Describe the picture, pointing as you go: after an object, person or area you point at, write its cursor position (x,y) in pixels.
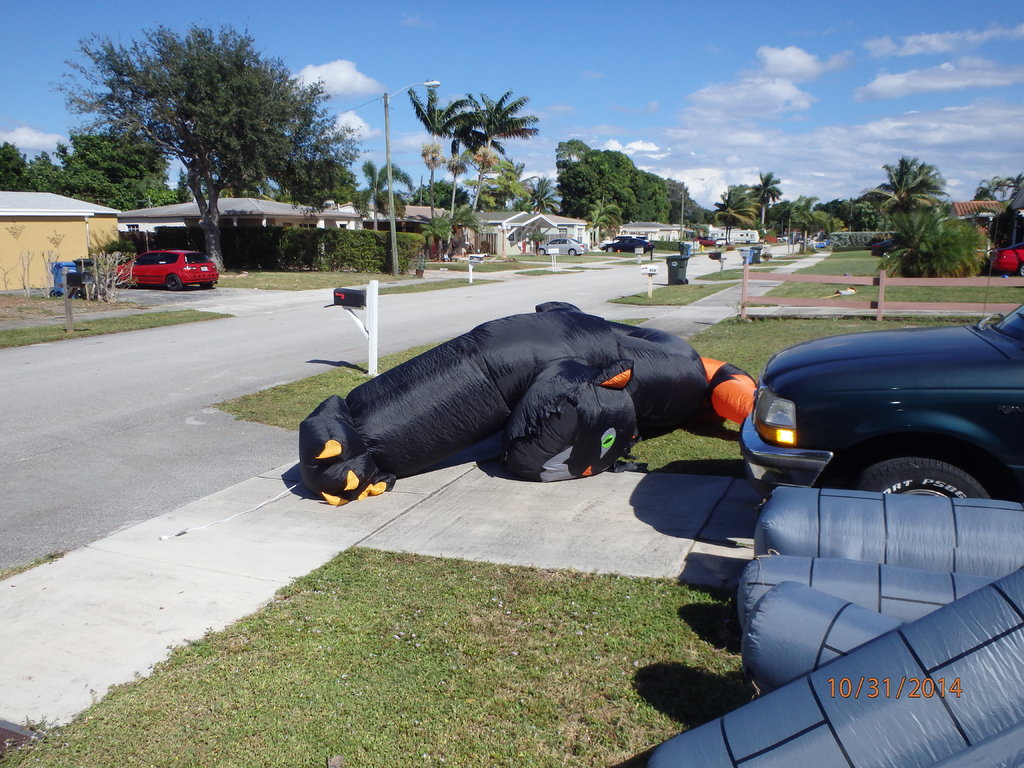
There is a car (819,369), a grassy land (703,445) and other objects (799,714) are present at the bottom of this image (861,523). We can see trees (767,201), houses (485,220) and cars (190,276) in the background (792,220). The cloudy sky (702,129) is at the top of this image (677,104).
